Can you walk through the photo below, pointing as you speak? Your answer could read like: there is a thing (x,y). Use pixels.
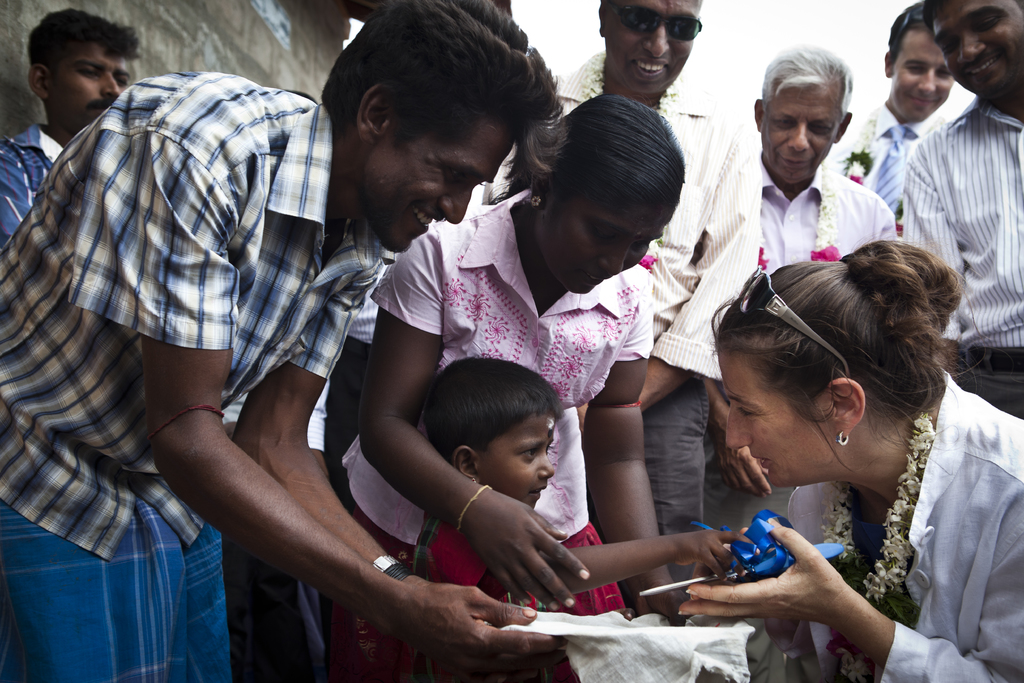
Here in this picture we can see a group of people (430,161) standing over a place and in the front (434,419) we can see a woman (835,363) giving a pair of scissors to the child (457,540) present in front of her and we can see most of them are smiling and we can see a garland (912,468) and goggles (781,303) on the woman (859,610) over there.
